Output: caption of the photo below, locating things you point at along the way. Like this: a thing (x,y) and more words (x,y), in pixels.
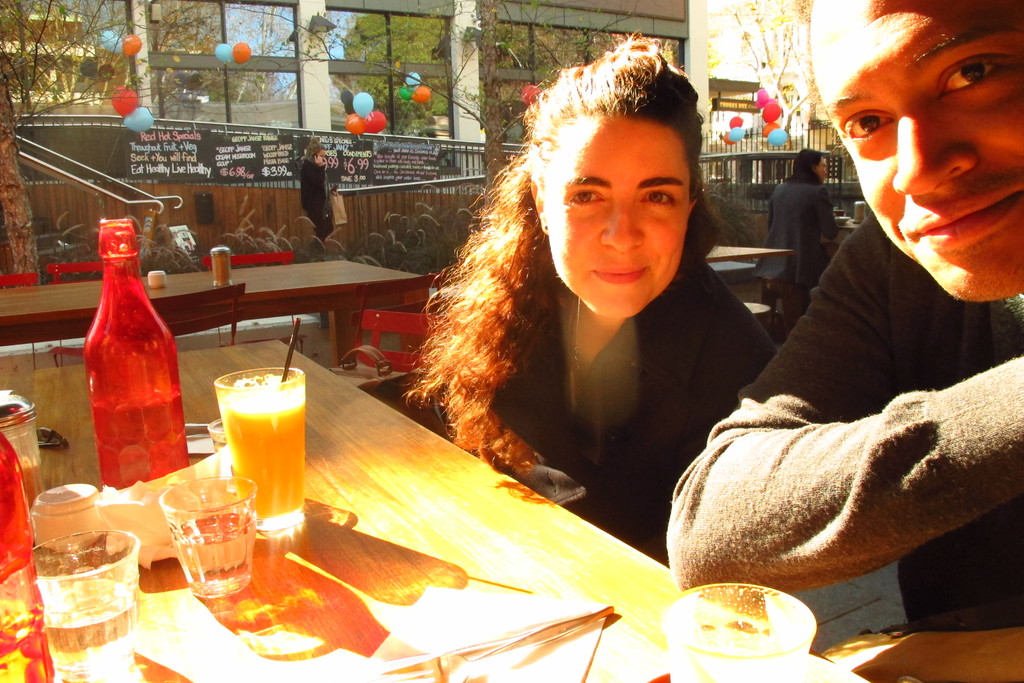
In this picture we can see a man (916,403) and woman (692,393) sitting on chair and smiling and in front of them on table (410,524) we have glass (242,440) with drink (262,449) in it, bottle (143,449), glasses (68,579), tissue paper (125,529) and in the background (211,224) we can see wall (218,155), building (268,67), balloons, trees (126,65), fence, some persons (323,156).
